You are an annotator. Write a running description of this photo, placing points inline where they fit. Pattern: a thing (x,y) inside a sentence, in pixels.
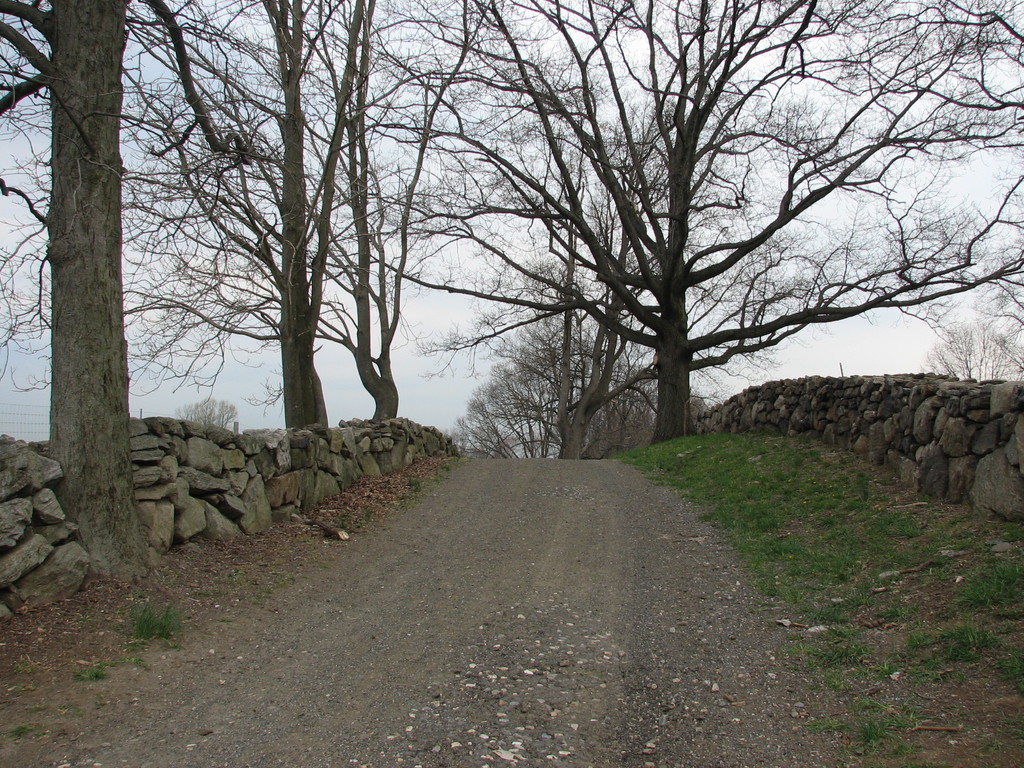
In the background (478,197) we can see the sky (1011,124), bare trees (280,120). On either side of the pathway (523,520) we can see the stone walls (956,411), grass (847,471) and bare trees (622,263).
